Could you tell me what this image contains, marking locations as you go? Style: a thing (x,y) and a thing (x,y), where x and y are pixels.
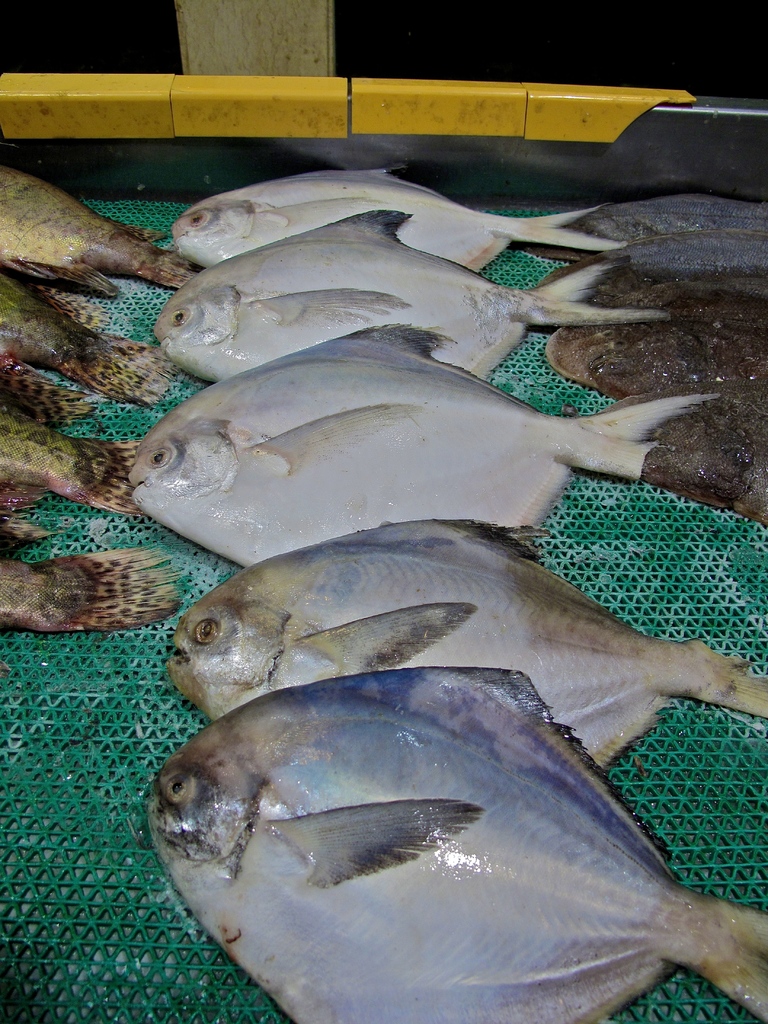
In this image I can see few fishes (251,920) on the green color object (142,844). Background (307,65) I can see a wooden pole (256,49).
